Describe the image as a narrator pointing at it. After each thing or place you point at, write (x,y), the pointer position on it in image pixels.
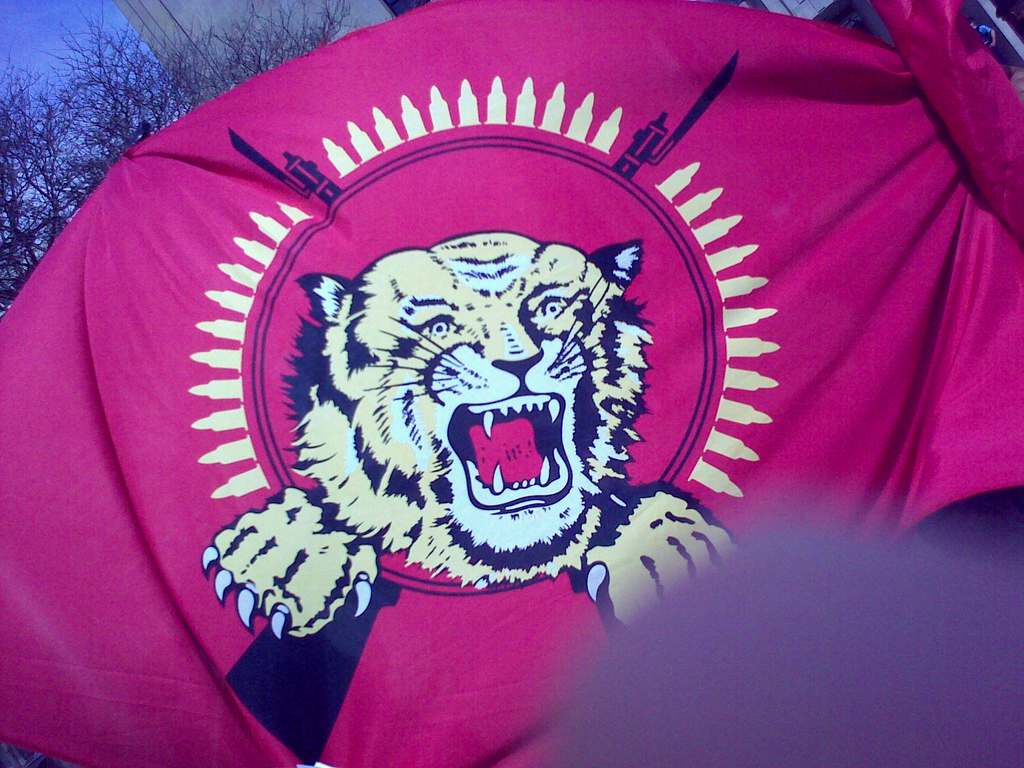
In the center of the image (440,264) we can see cloth (559,463). In the background (127,112) there is tree (72,140), building (336,28) and sky (33,45).
